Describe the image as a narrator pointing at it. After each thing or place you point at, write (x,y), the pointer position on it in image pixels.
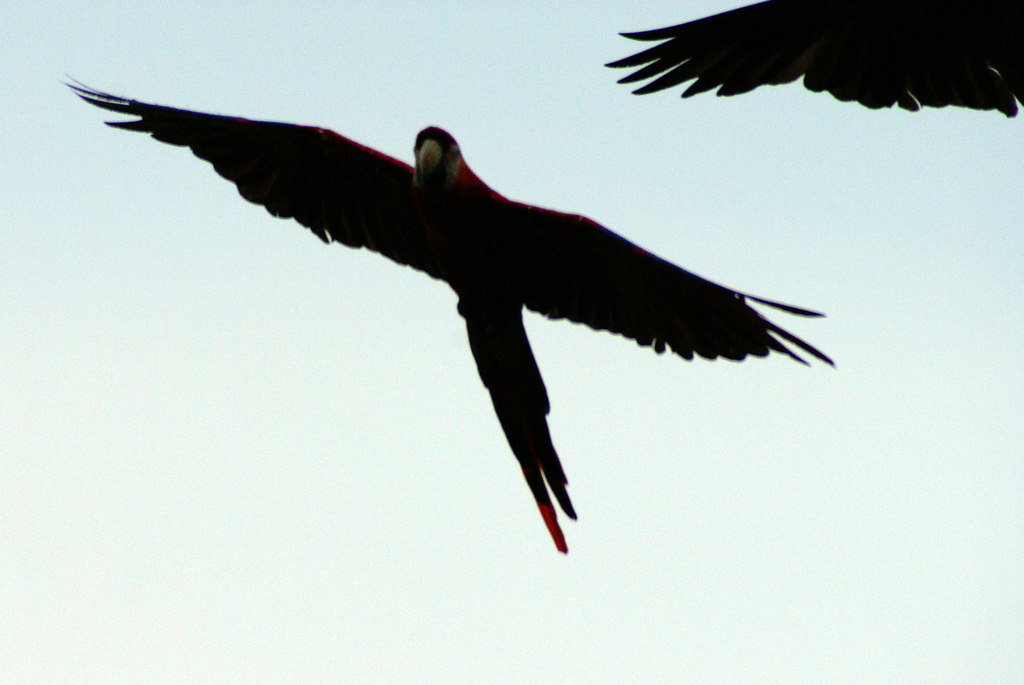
In this image there are two birds (839,84) flying in the sky (401,356).
